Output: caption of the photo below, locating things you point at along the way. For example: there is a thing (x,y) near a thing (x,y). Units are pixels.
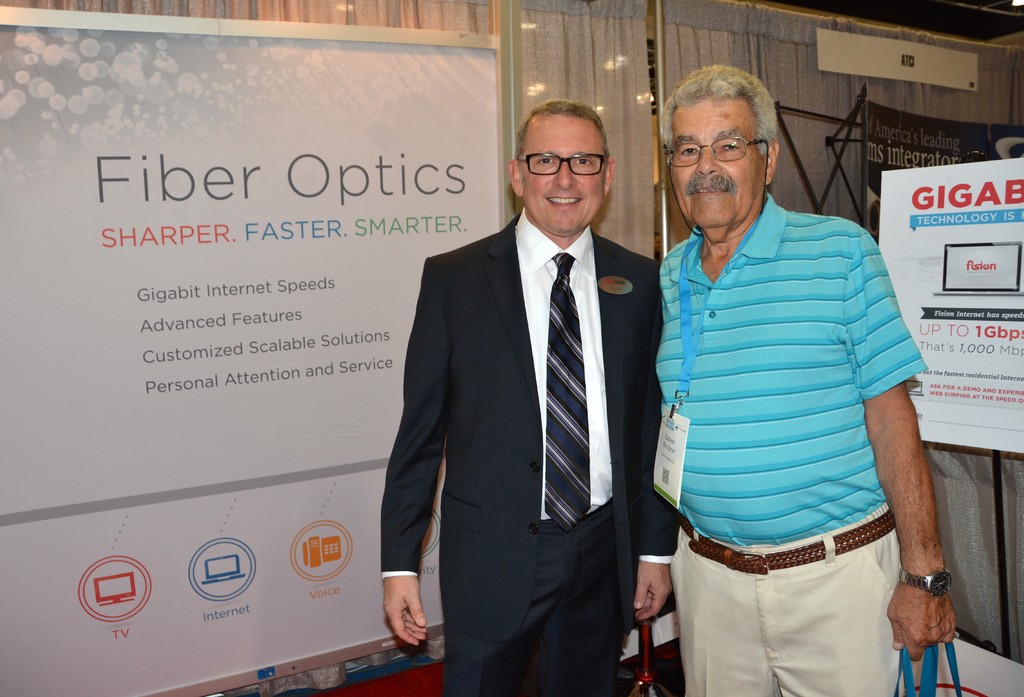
In this image there are two men (680,600) standing, in the background (405,75) there is a curtain (377,3) and boards (307,43), on that board's (207,290) there is some text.
